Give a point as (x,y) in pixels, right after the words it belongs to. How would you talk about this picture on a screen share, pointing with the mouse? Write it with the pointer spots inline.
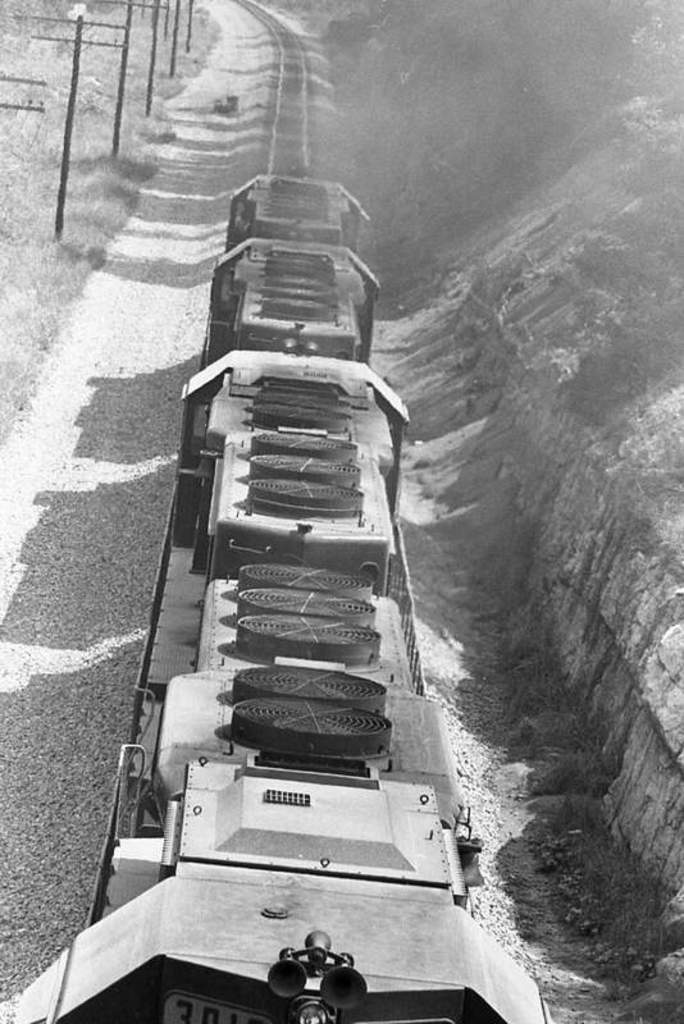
This is a black and white picture, there is train (307,596) in the middle (307,472) with grassland (24,250) on either side of it.
